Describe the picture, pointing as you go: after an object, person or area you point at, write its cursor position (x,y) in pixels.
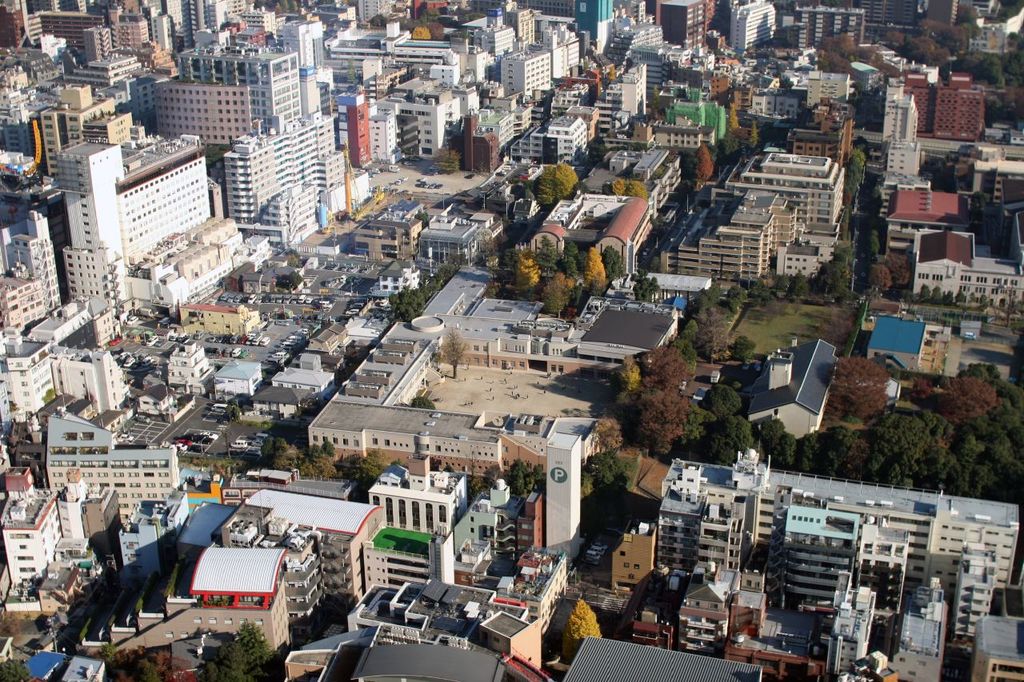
This image is taken outdoors. In this image there are many buildings (642,165) and houses (510,594) with walls (115,200), windows (148,212), doors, roofs (949,197), balconies (316,151) and railings (316,151). There are many trees (865,433) and plants (514,268) on the ground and there are many roads (191,413). Many vehicles (291,332) are parked in parking lots (224,445).
